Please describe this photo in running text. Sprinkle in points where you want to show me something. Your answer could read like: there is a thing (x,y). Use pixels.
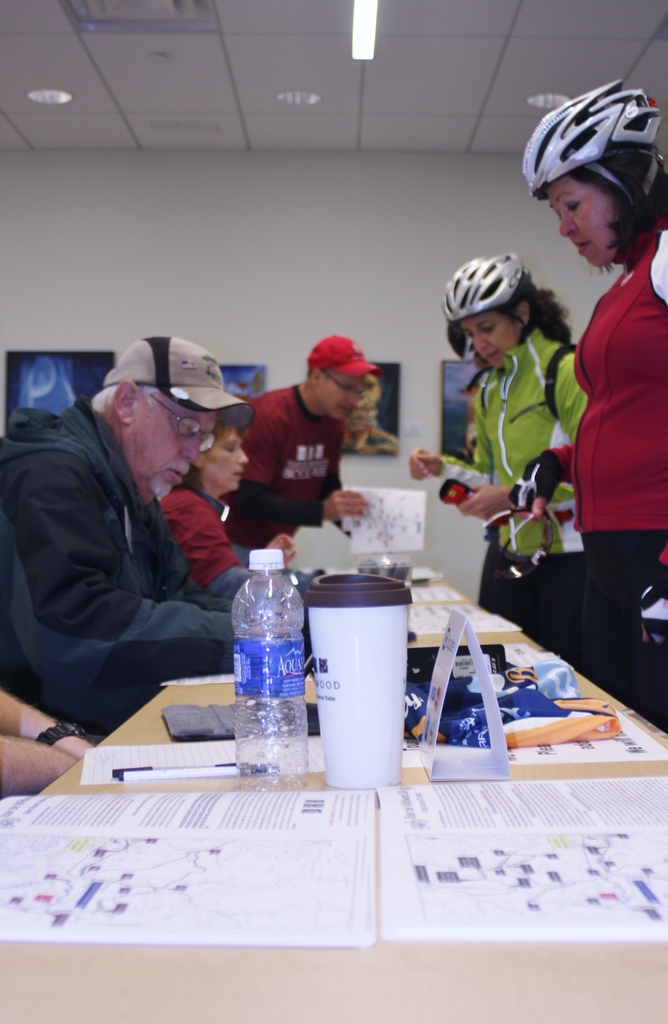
In this image there are a few objects (362,676) on the table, besides the table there are a few people (234,532) sitting on chairs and standing, behind them there are photo frames (55,357) on the wall (324,235).
